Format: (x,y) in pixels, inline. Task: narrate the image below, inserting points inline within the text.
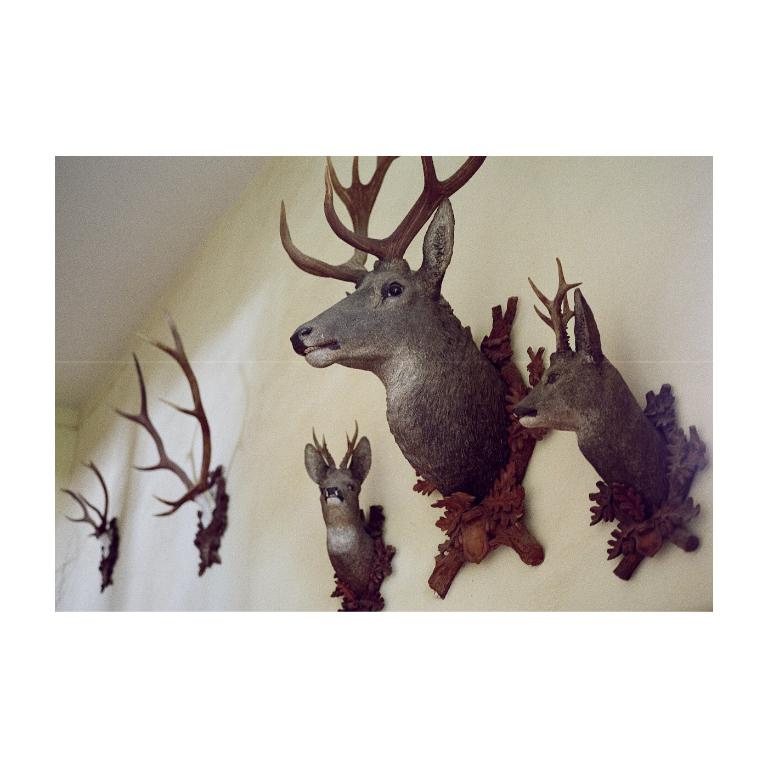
In this image we can see a few elk head decors (672,485) on the wall (89,441).
